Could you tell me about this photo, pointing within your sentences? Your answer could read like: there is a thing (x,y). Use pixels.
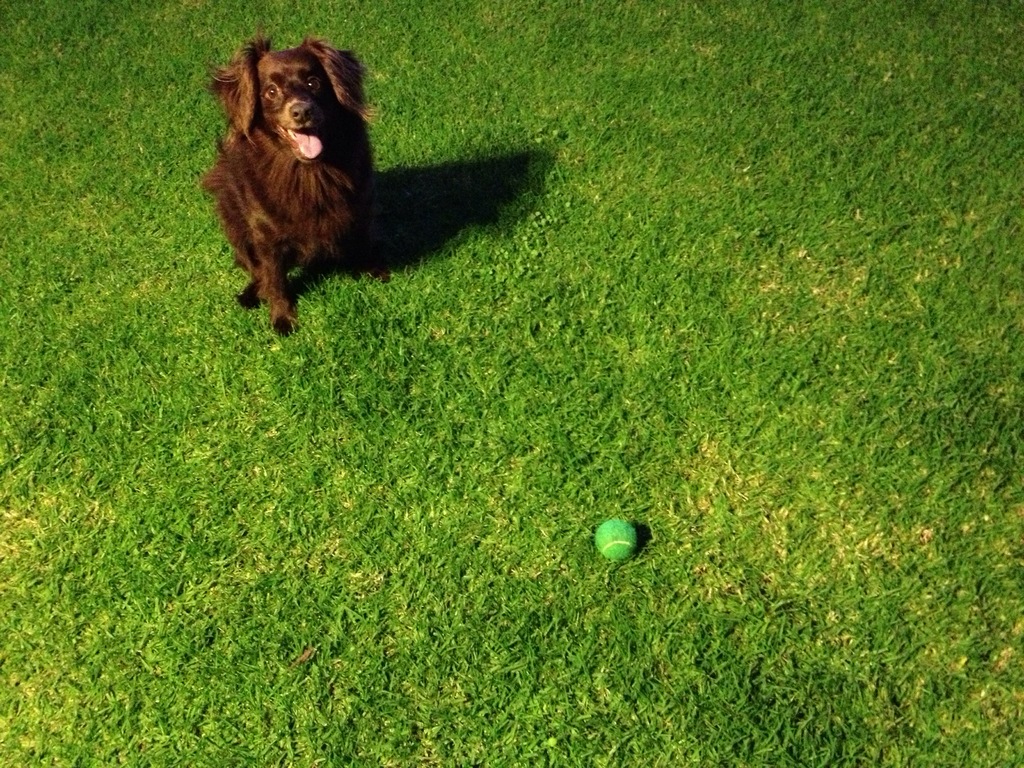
In this picture we can see a dog (329,239) and a ball (612,528) on the grass (344,513).
